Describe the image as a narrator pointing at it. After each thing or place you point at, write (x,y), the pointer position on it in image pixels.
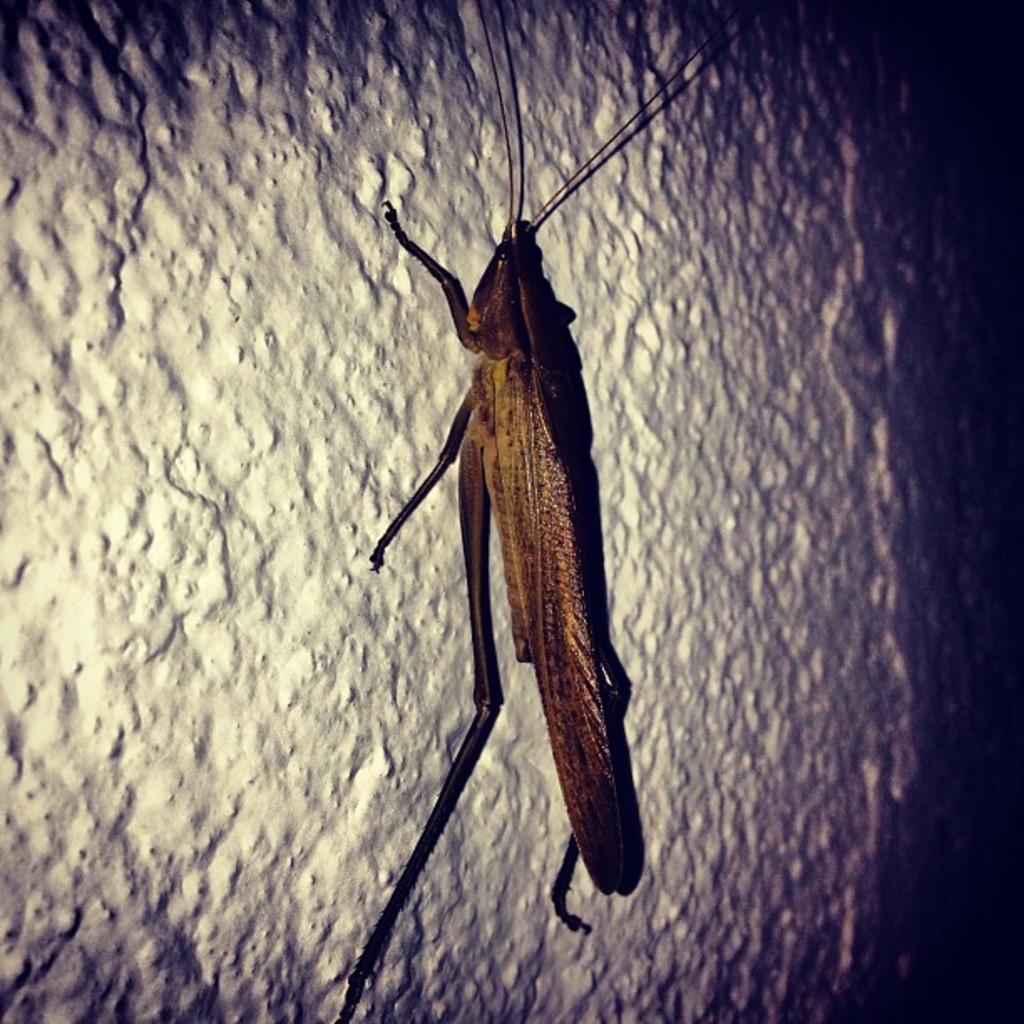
In the middle of the picture (534,522) we can see an insect (535,440) on the wall (982,792).
